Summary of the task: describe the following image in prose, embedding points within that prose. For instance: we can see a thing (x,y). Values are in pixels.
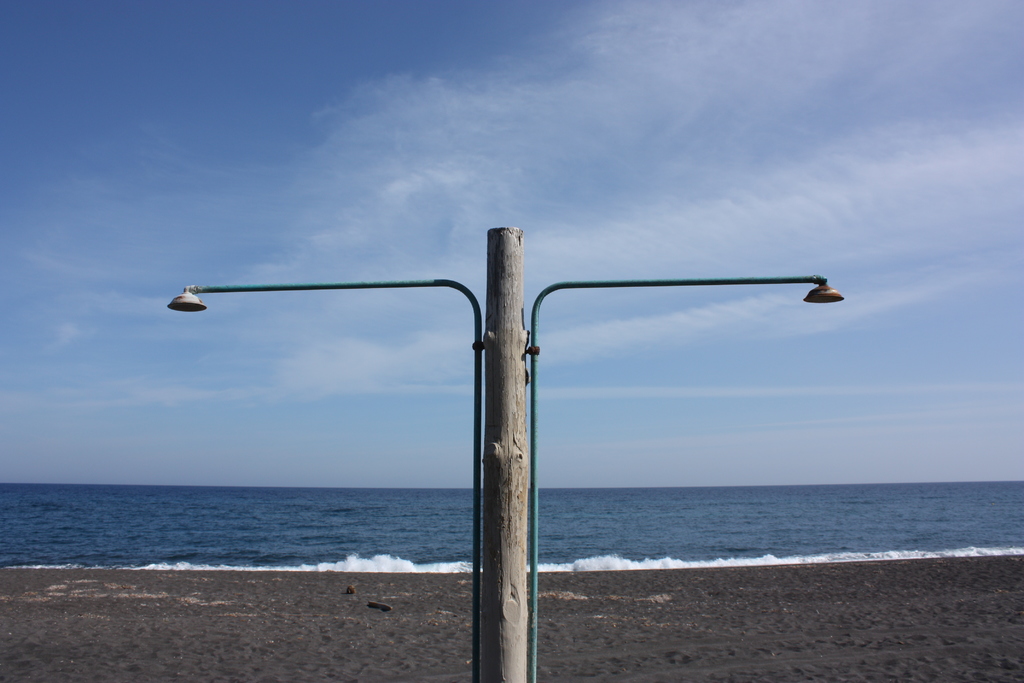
This picture might be taken on the sea shore (447,582). In this image, in the middle (504,268), we can see a wooden trunk (493,328) and two metal poles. In the background (438,537), we can see a water (692,554) in a ocean (715,541). At the top (573,140), we can see a sky (680,258), at the bottom (890,615) there is a sand (771,634).
